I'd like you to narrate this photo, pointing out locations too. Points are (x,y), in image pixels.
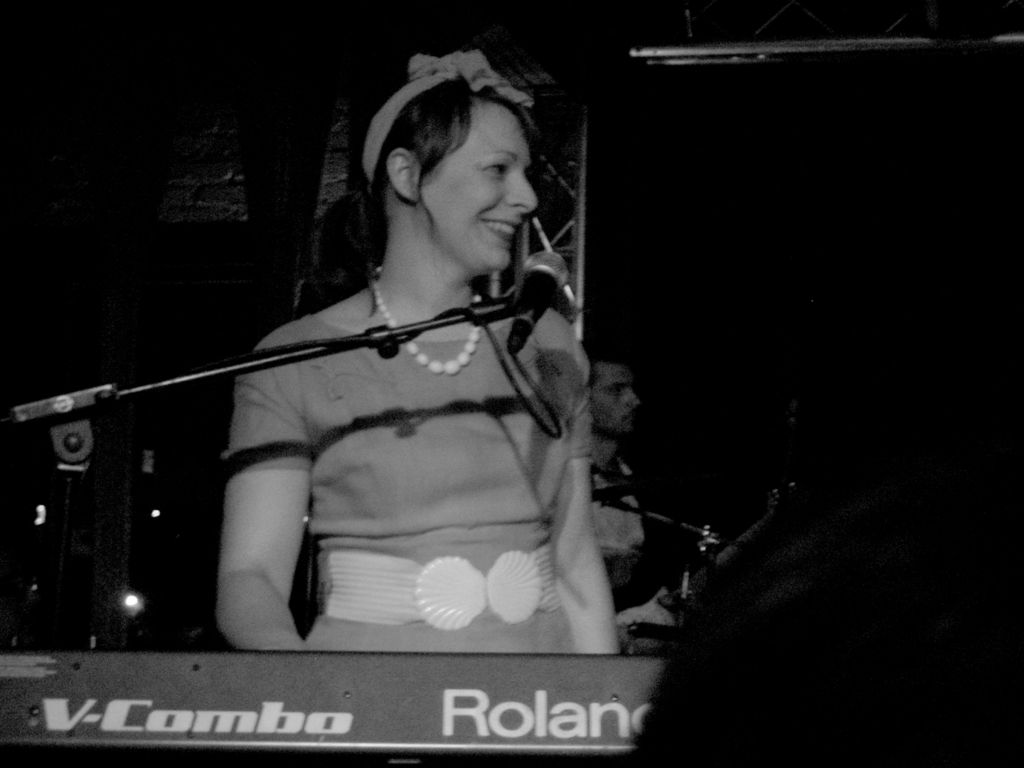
This is a black and white image. We can see a woman (316,469) is smiling. In front of the image there is a board (110,686), microphone (530,268) and a stand (94,391). Behind the woman (544,498), a man (618,477) is holding a musical instrument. Behind the two persons (470,427), there is a truss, light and the dark background (857,142).
